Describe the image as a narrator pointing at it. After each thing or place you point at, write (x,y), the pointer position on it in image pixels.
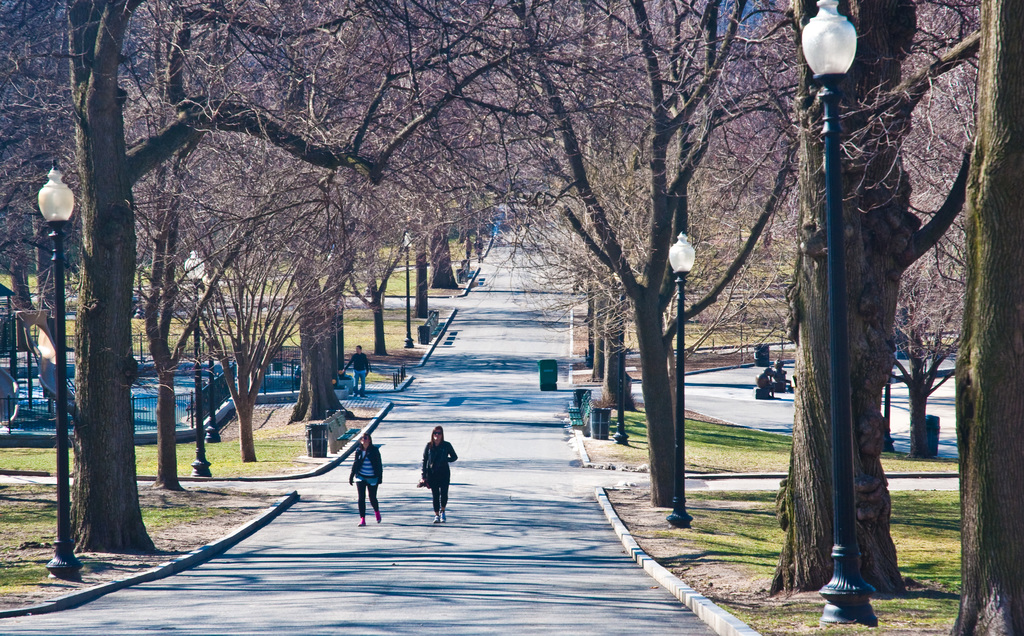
At the bottom (457,555), we see the road (441,527). In the middle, we see two women (380,476) are walking. On either side of the road (530,517), We see the trees (78,525), light poles (197,449), benches (352,429) and the garbage bins (607,425). On the left side (185,420), we see the water fountain (149,428) and a man (363,376) is standing beside that. There are trees (396,124) in the background (484,213). This picture might be clicked in the park (532,463).
